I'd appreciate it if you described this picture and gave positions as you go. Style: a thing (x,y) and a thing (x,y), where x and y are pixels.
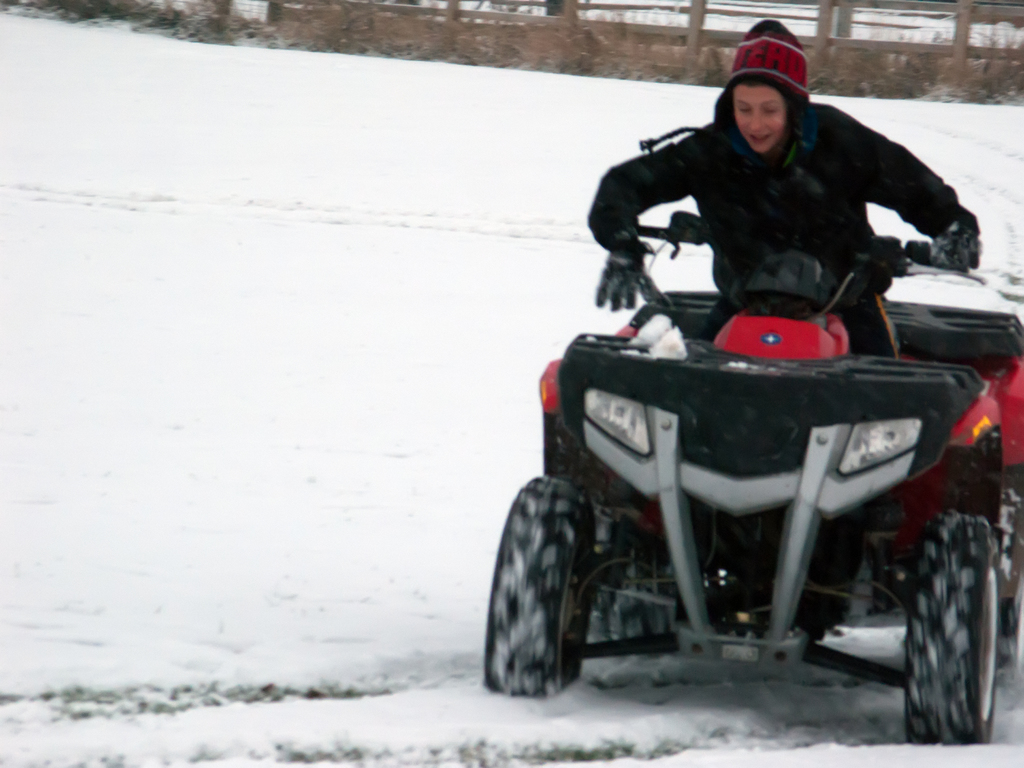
In this image, we can see a vehicle (816,526) on snow (381,726). There is a person (825,182) wearing clothes (860,202) in the top right of the image (824,144). There is a fence (656,28) at the top of the image (510,19).
